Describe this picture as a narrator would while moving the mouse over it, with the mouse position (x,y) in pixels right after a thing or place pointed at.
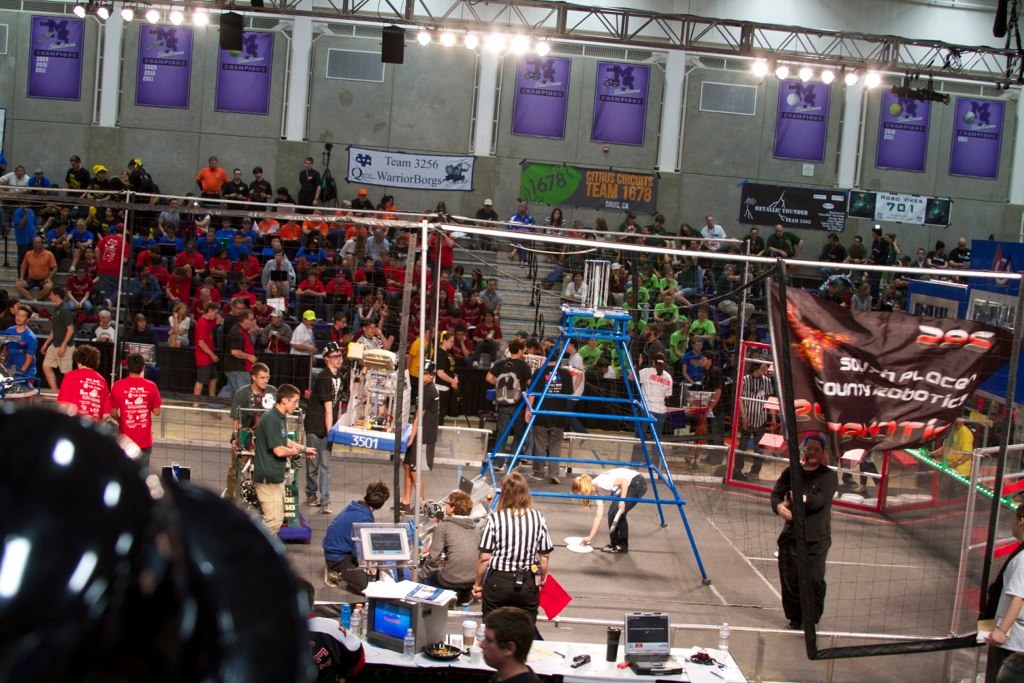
In this picture I can see there are crowd of people (219,287) sitting on the chairs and there are some people (200,389) standing here and there are lights (451,42) attached on the ceiling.
